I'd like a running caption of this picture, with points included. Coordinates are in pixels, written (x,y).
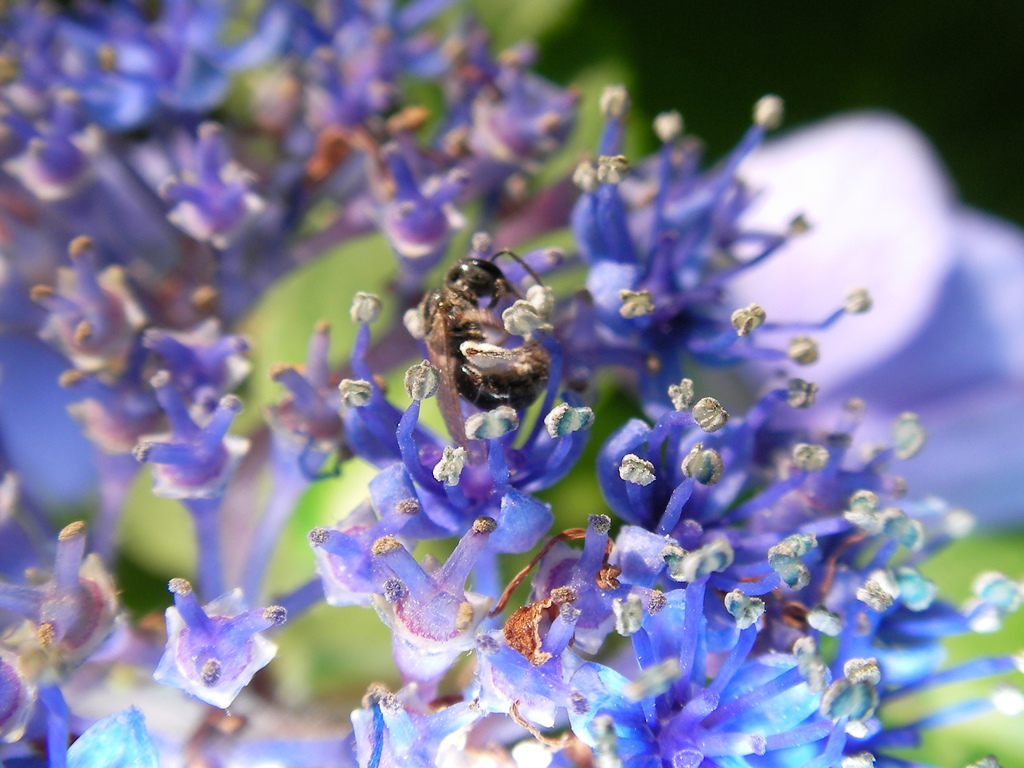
In this picture we can see there is an insect (424,305) on a plant (394,271) and behind the plant (402,428) there is a blurred background (870,68).
